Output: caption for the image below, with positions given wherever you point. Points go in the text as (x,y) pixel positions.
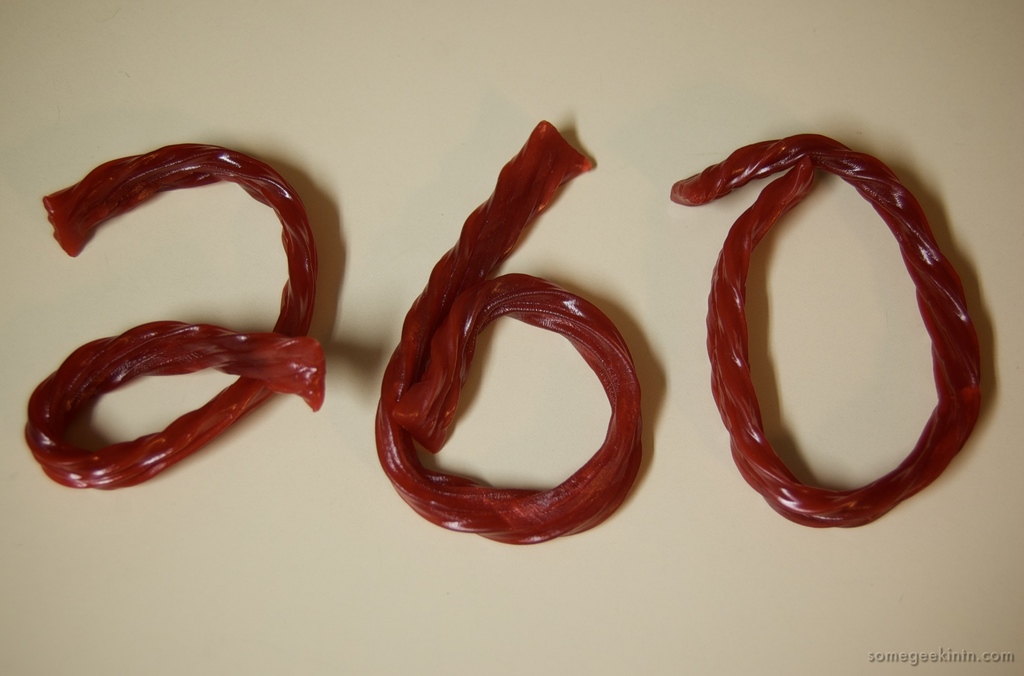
In the image we can see food item (430,427) kept on the white surface (451,183). On the bottom right (930,657) we can see the watermark (930,657).
